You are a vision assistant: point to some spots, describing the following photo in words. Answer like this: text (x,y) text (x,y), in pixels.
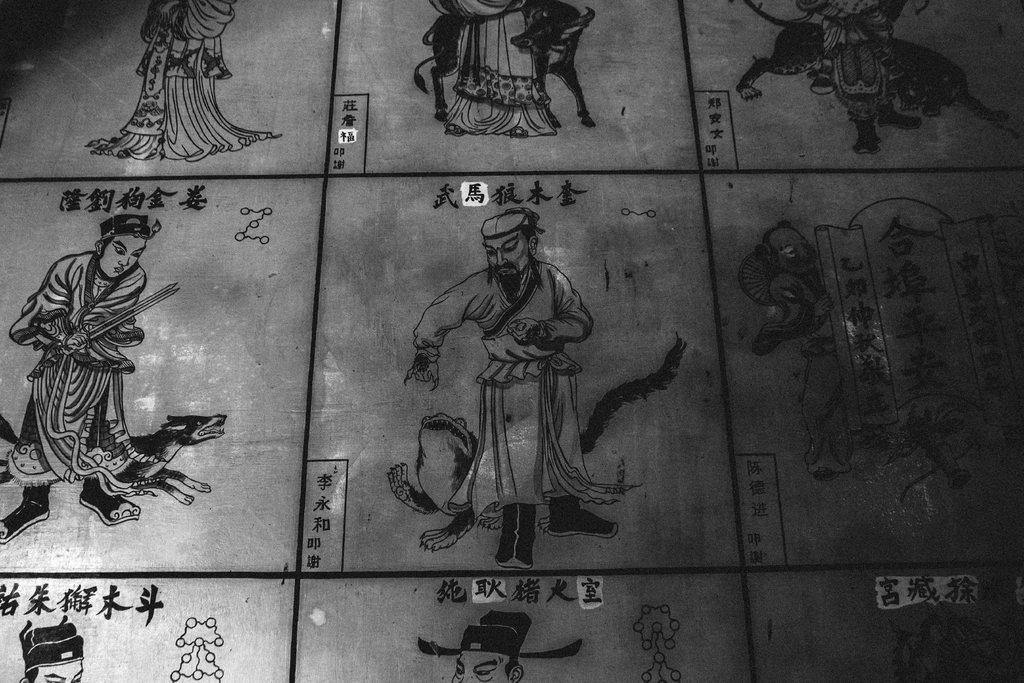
In this image there is stone carving (414,77) of people (515,248) and letters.
